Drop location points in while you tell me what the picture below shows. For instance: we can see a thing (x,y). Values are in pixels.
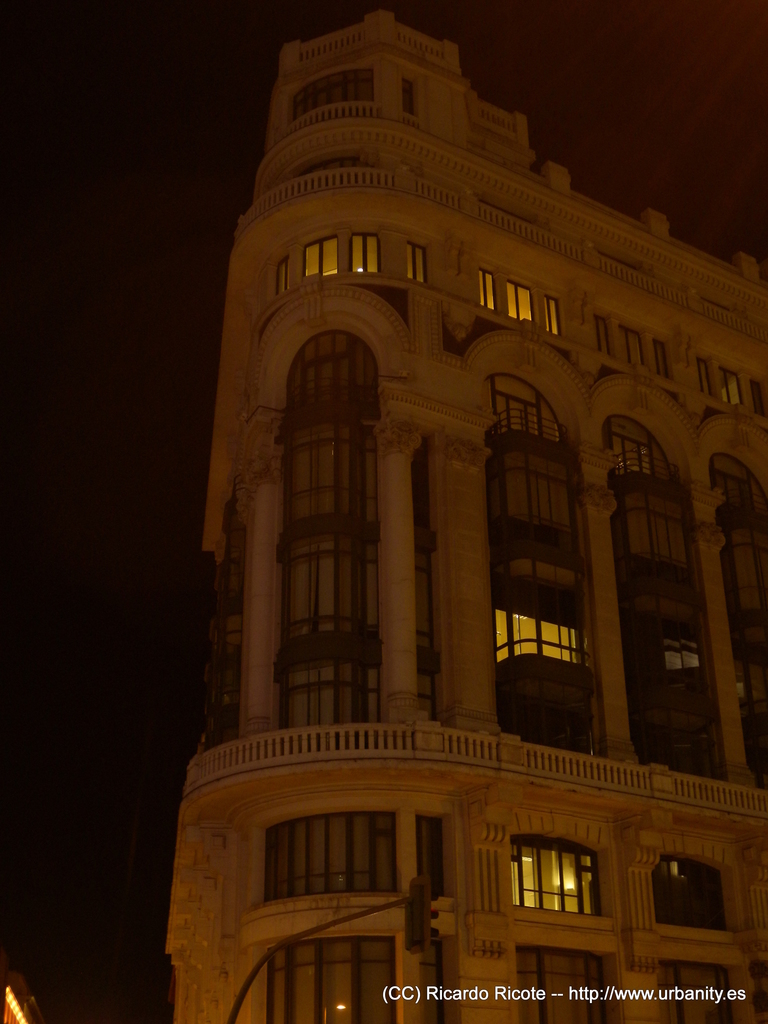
In the image there is a building (426,520) in the back (391,611) with many windows (350,430) all over it, this is clicked at night time.
